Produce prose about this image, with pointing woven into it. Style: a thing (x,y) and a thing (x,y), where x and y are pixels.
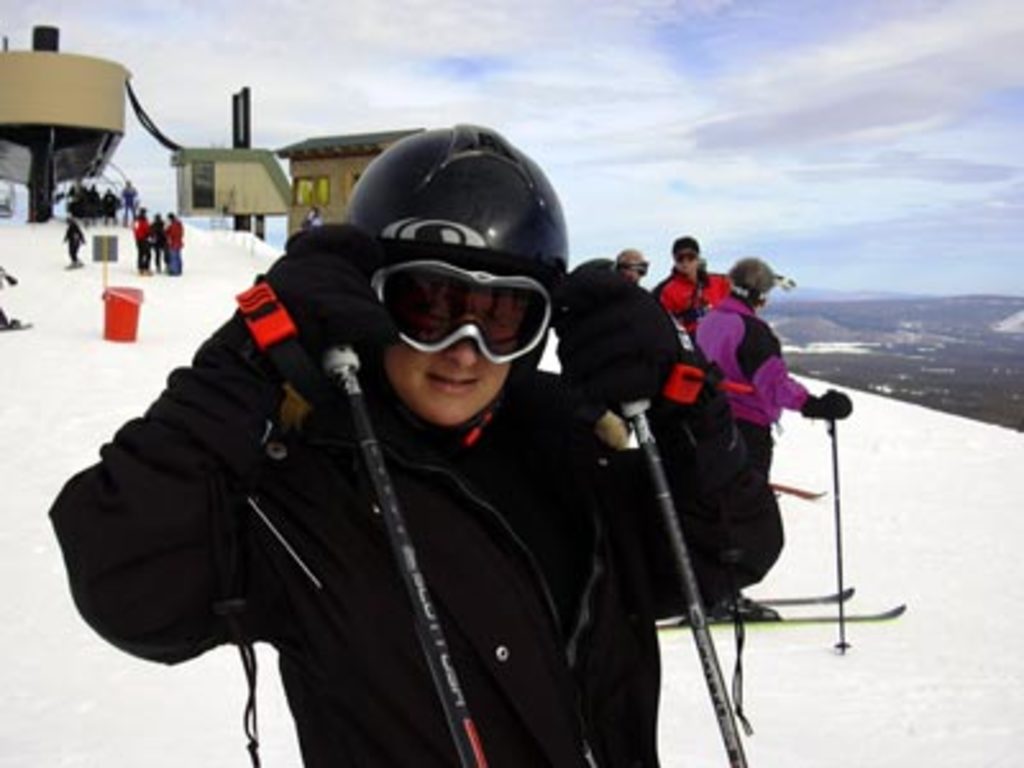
In this picture I can see the mountain (938,491) and I can see a person (333,528) wearing a helmet (427,203), holding sticks (648,454) visible, in the background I can see some persons (765,288) and houses (317,185) and at the top (379,59) I can see the sky (848,57).
